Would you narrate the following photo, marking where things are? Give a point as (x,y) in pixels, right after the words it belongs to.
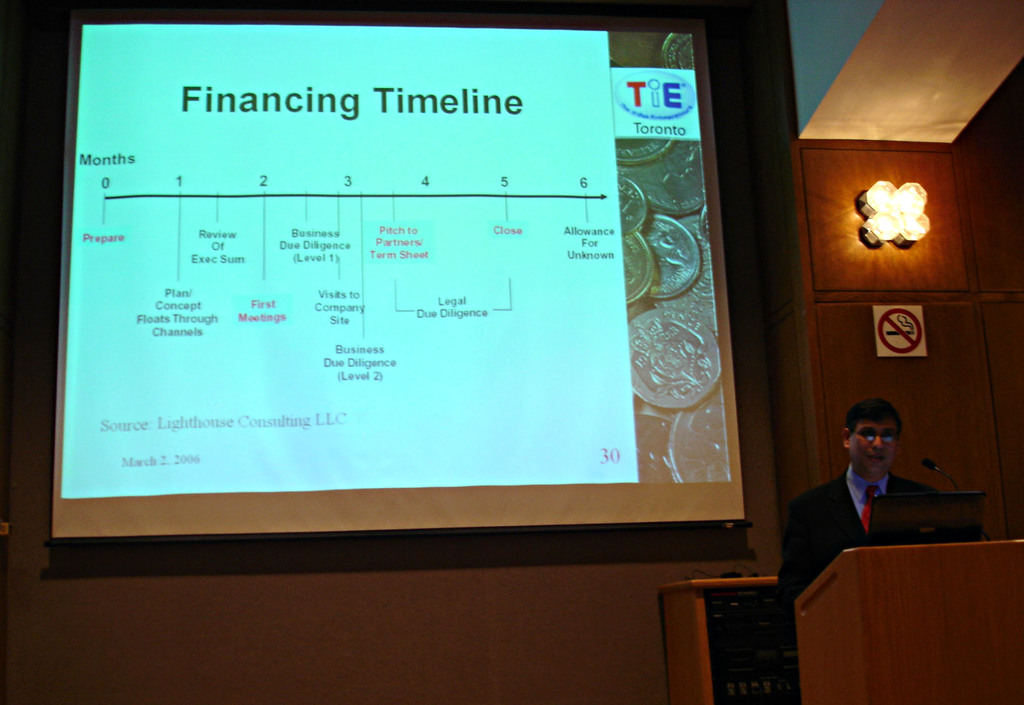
At the top of the image (255,103) we can see a projector display (96,236). At the bottom of the image (676,602) we can see a cupboard (751,628), a person (902,487) standing near the podium (912,552), sign board (893,320) and a laptop (924,492).
